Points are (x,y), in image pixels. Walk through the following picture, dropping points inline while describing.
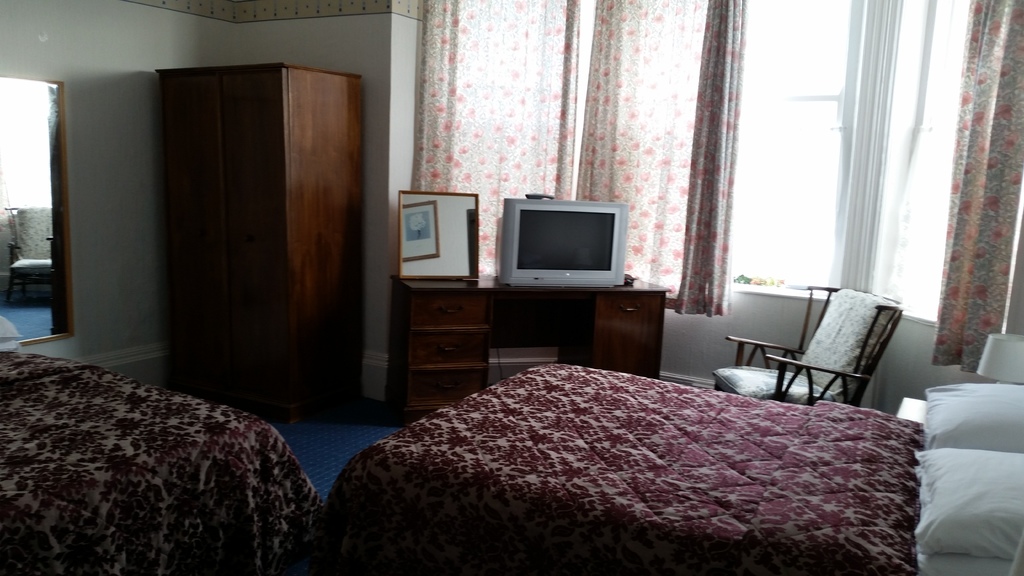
In the given image we can see two beds (441,444), a chair (810,366), TV (553,249), shelf (499,320), cupboard (262,209), window (773,148) and curtains (655,125).
